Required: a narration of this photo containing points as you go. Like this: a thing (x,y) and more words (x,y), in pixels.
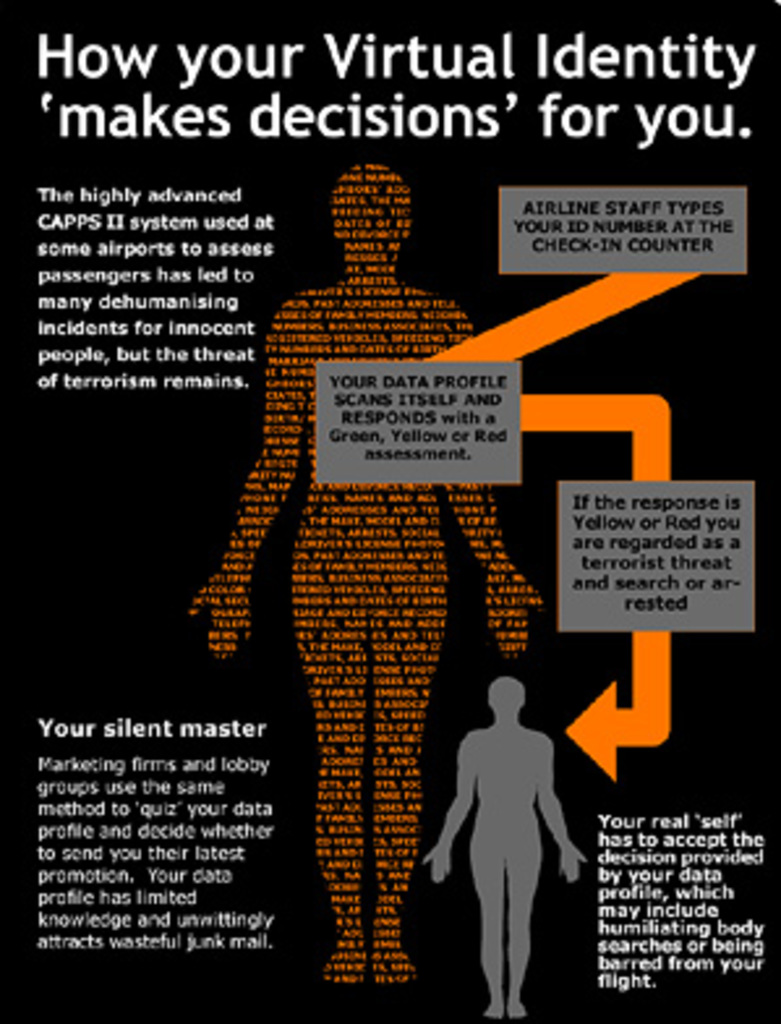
In this image there is a poster (552,67). On the poster (168,512) there is text (450,72). There are models of a human body (367,599).
